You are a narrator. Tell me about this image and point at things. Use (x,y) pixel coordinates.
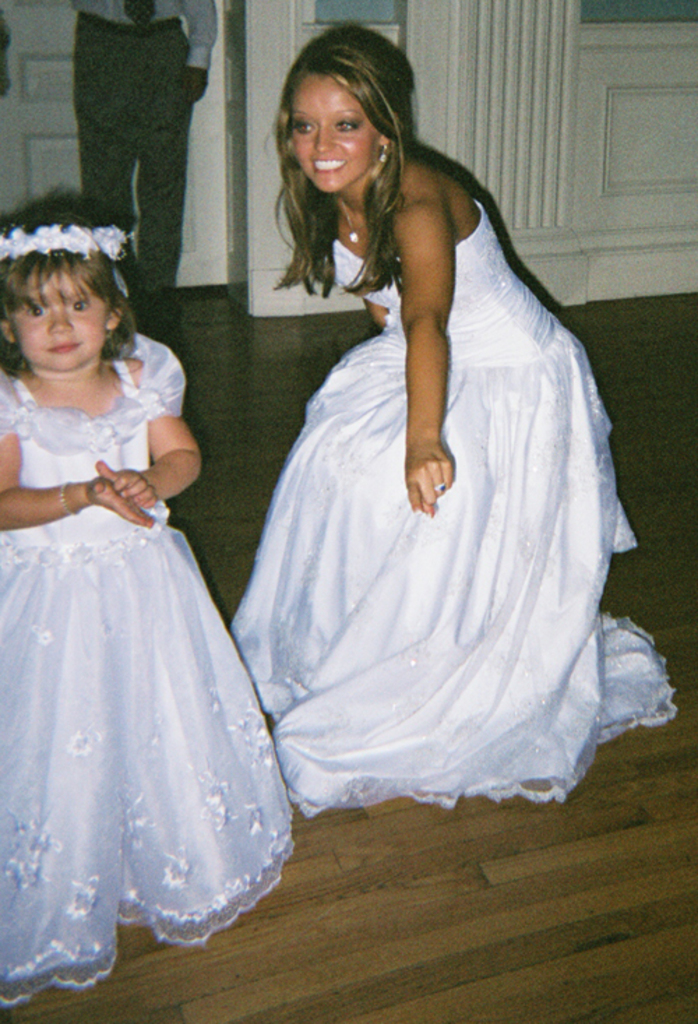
This picture is clicked inside. In the center (449,365) there is a woman (350,214) and a girl (57,376) wearing white color dresses (99,452) and standing on the ground (447,863). In the background (128,149) there is a person (121,86) standing on the ground (151,313) and we can see a white color door (55,34) and a wall (603,95).
